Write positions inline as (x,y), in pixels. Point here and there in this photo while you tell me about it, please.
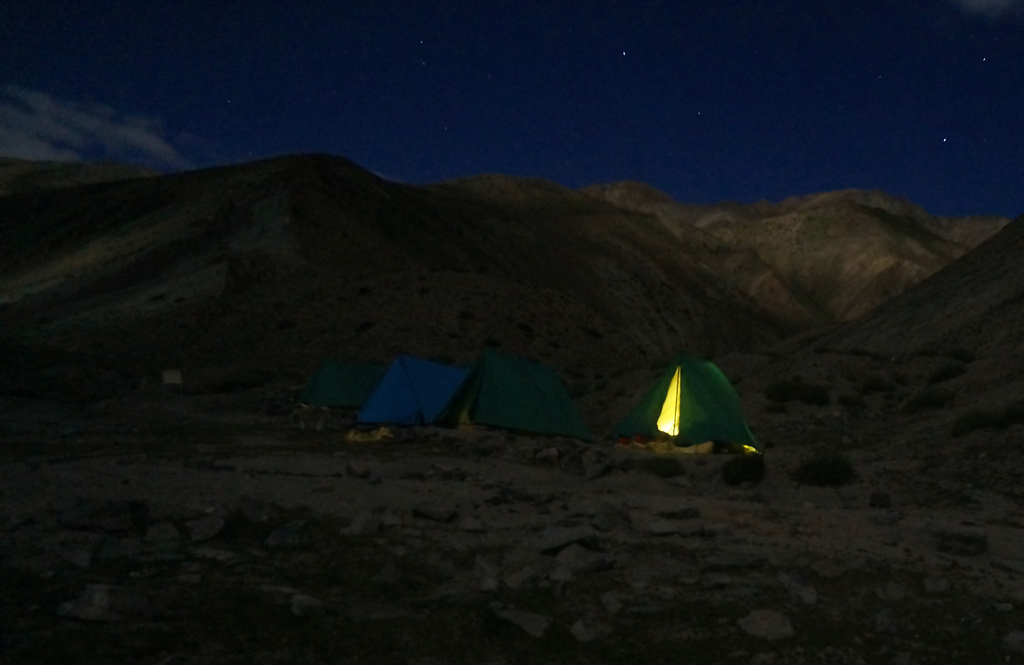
In this image we can see there are tents (518,410) on the ground (617,454) and there is the light (675,411) in the tent (679,423). And at the back (561,292) there are mountains (561,276) and the sky (496,99).
